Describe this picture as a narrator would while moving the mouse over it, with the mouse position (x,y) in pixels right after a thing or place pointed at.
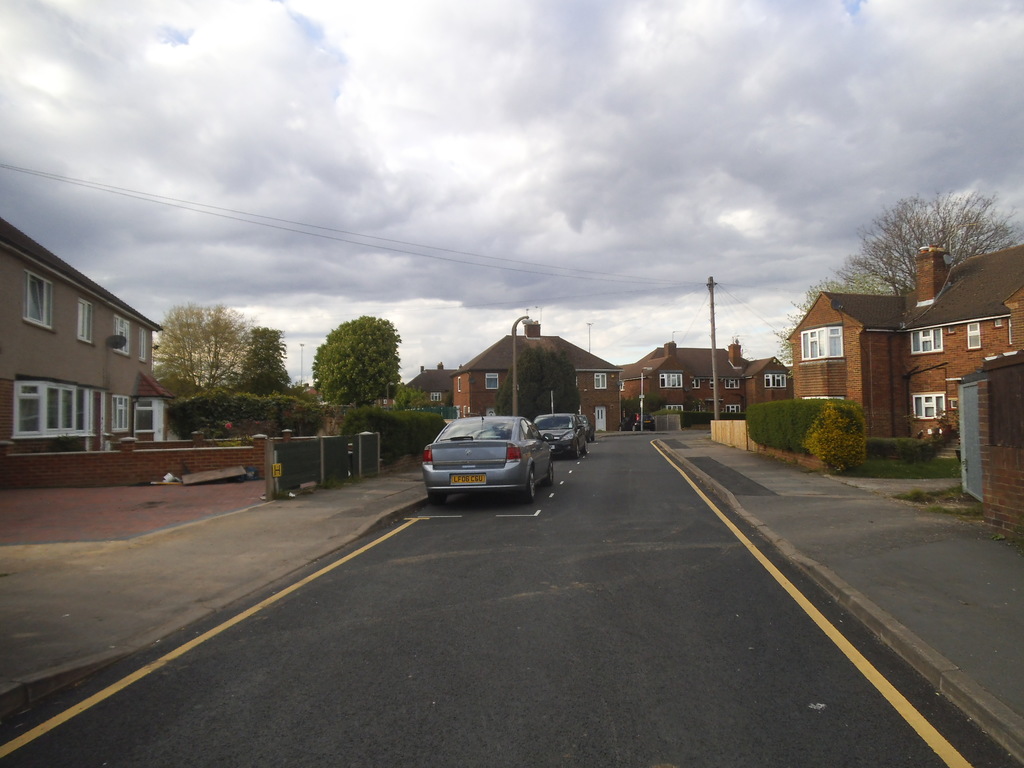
In this picture I can see the cars (510,466) on the road (479,494), beside that I can see the street lights (515,363) and electric poles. In front of the buildings (620,375) I can see the trees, plants (765,430) and grass (943,474). At the top (445,53) I can see the sky (446,58) and clouds (416,61).
